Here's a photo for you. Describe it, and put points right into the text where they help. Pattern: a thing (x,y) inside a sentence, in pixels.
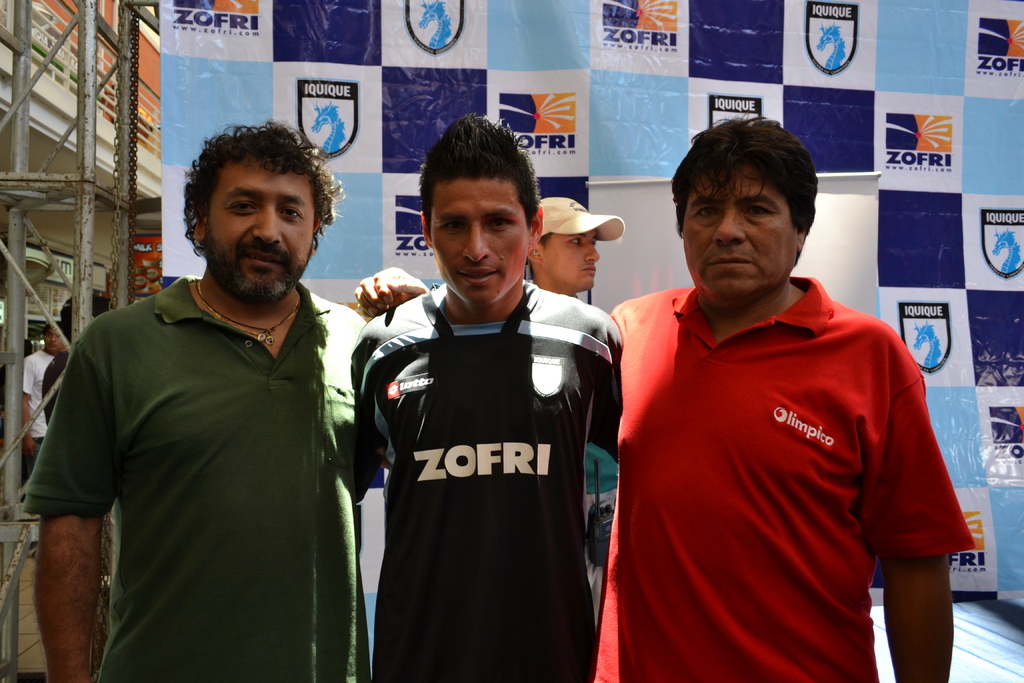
In the image we can see there are three men (453,568) standing, they are wearing clothes (343,537) and the left side man (262,359) is wearing a neck chain (270,344). Behind them there are many other people (62,316) standing and they are wearing clothes (42,394). This is a cap (571,224), footpath (21,652), chain (134,208), fence (39,24) and a banner (588,107).
